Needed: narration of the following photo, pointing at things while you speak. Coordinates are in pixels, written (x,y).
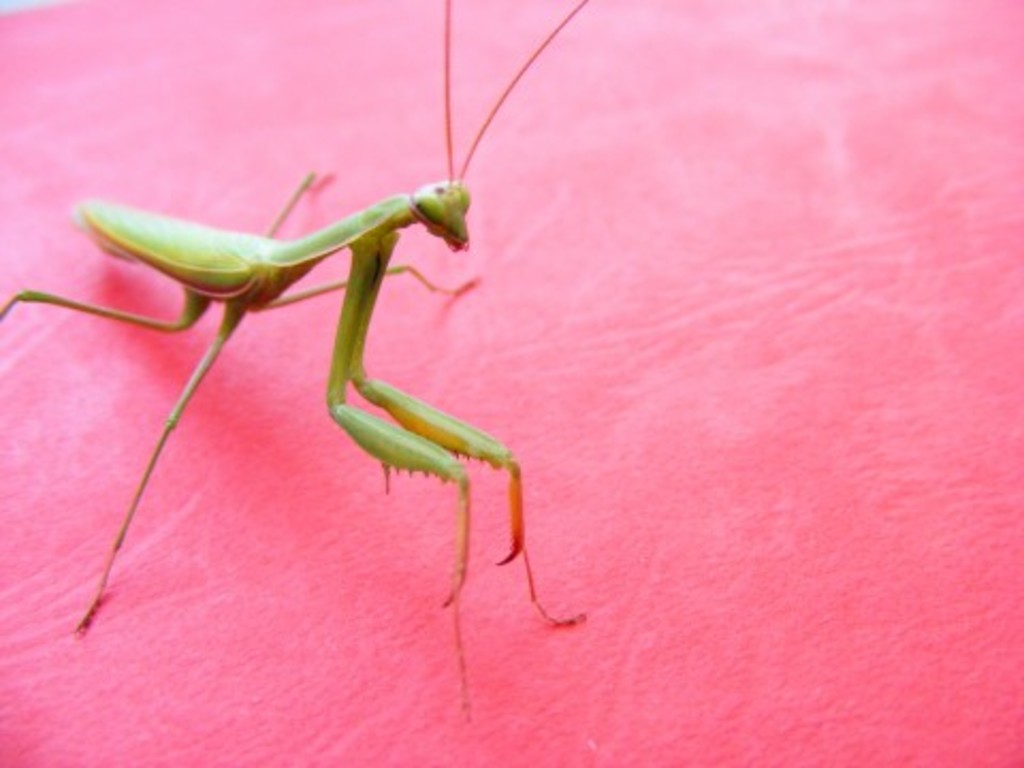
In this image I can see a mantis (221,275) which is green and orange in color on the pink colored surface (530,423).
